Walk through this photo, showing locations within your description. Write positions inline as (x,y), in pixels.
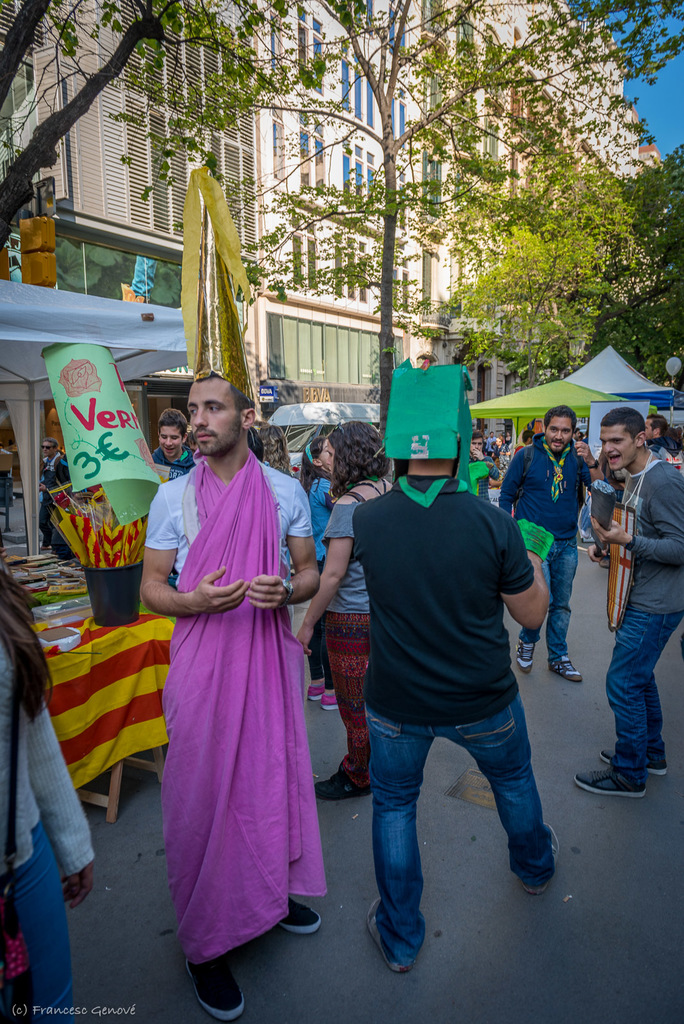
In this picture I can see group of people (401,379) standing, there are canopy tents (25,326) with some objects (63,348), there are buildings (405,264), trees (533,211), and in the background (659,100) there is sky (654,103) and there is a watermark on the image.
